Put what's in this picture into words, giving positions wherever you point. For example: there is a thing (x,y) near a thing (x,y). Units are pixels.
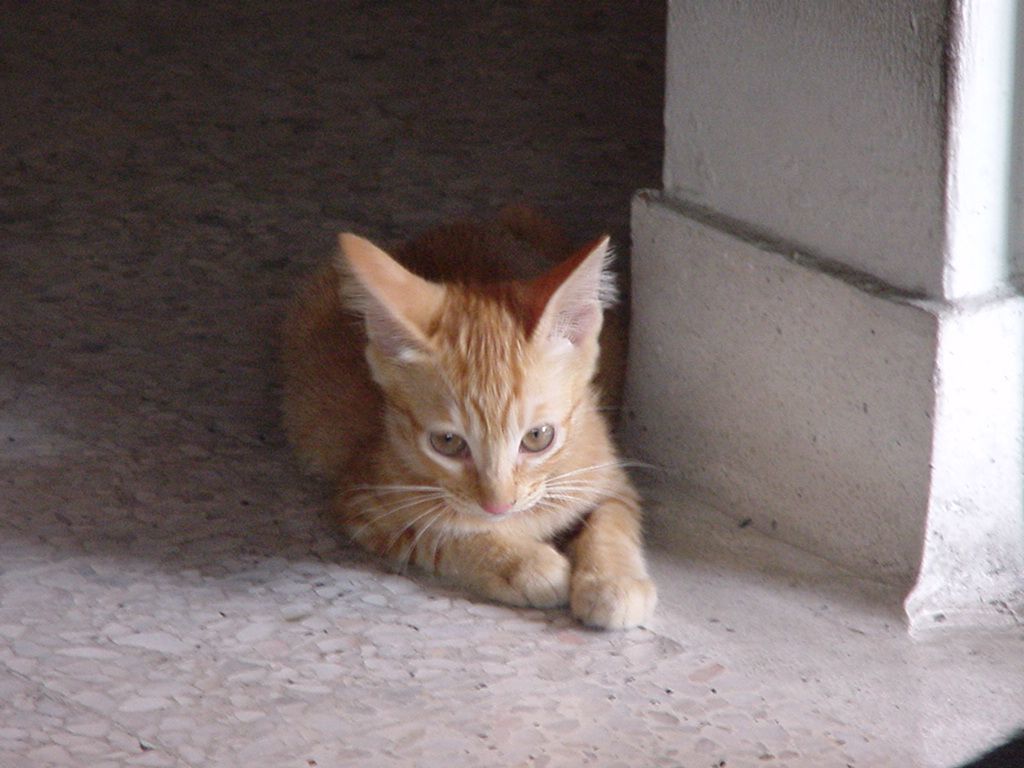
In the center of the image (391,440) we can see a cat (379,440) on the floor (243,537). On the right side of the image (882,412) there is a wall (823,380).
